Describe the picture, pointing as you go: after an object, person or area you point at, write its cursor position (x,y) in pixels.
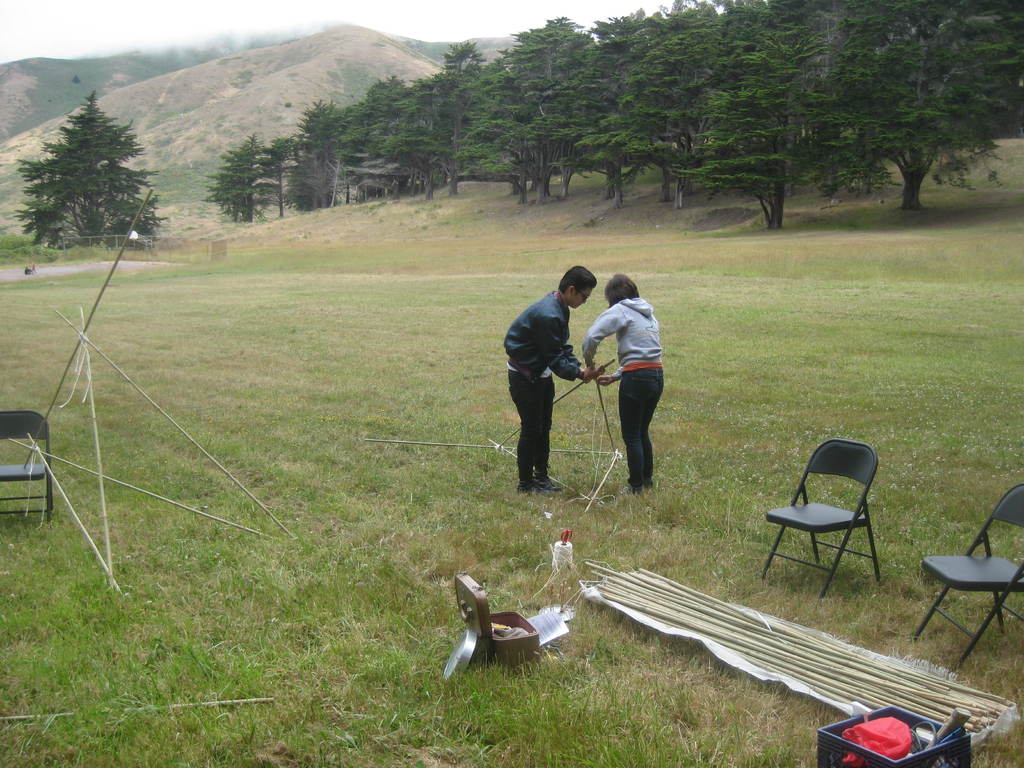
In this picture we can see 2 people (608,296) holding wooden poles (613,359) and standing on the grass field (450,401) surrounded by trees (464,154) and mountains (186,110).
